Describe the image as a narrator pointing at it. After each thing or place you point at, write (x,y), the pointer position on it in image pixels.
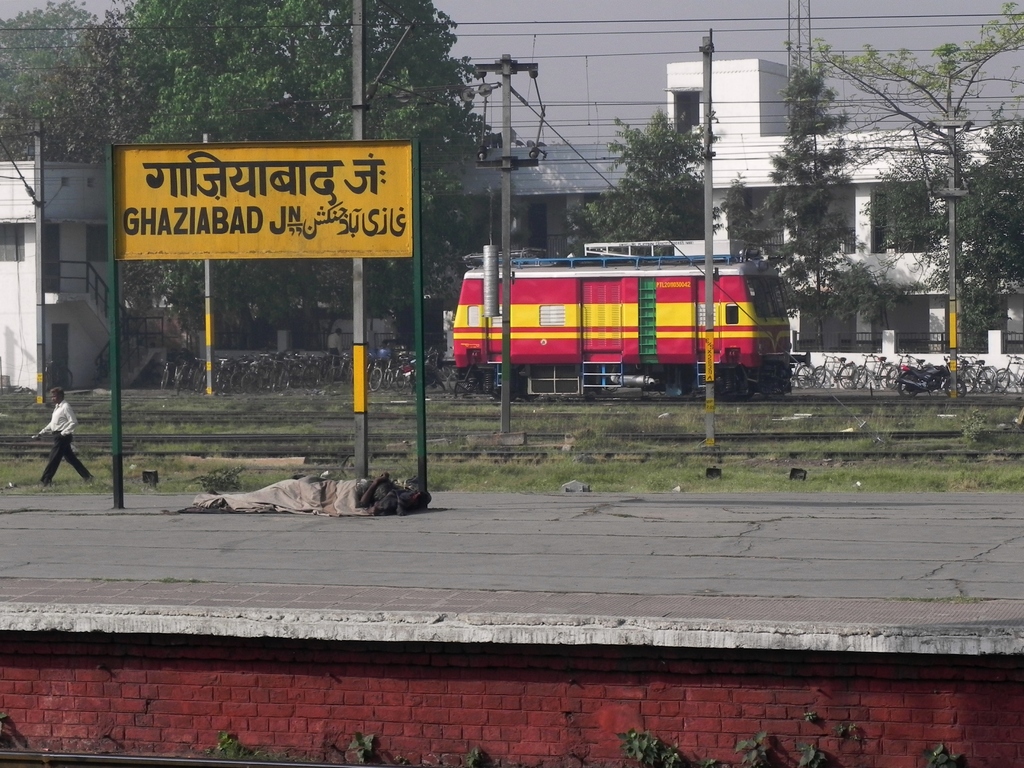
In the center of the image (526,392) we can see a train (520,362) on the track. On the left (338,218) there is a man (55,462) and we can see a board (118,244). In the background (234,104) there are trees (232,293), buildings (102,288) and poles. At the top (658,42) there is sky (658,42) and wires (595,33).
